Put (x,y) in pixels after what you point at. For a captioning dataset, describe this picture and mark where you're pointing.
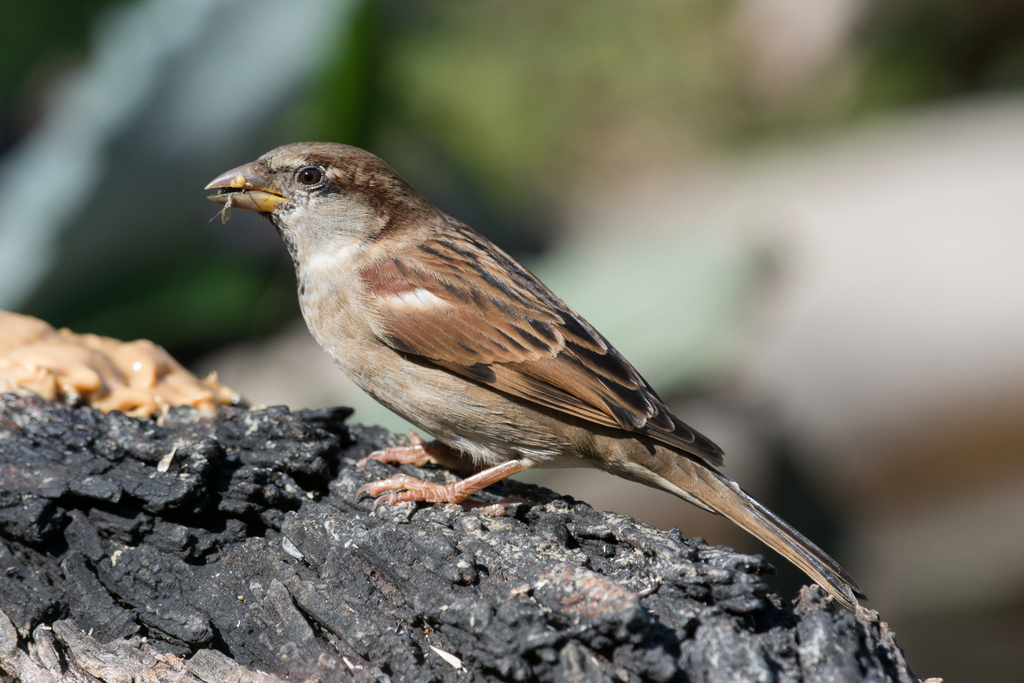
In this picture in the front (385,390) there is a bird (414,403) standing on the object (302,526) which is black in colour and the background (616,128) is blurry. In the center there is an object (106,381).
